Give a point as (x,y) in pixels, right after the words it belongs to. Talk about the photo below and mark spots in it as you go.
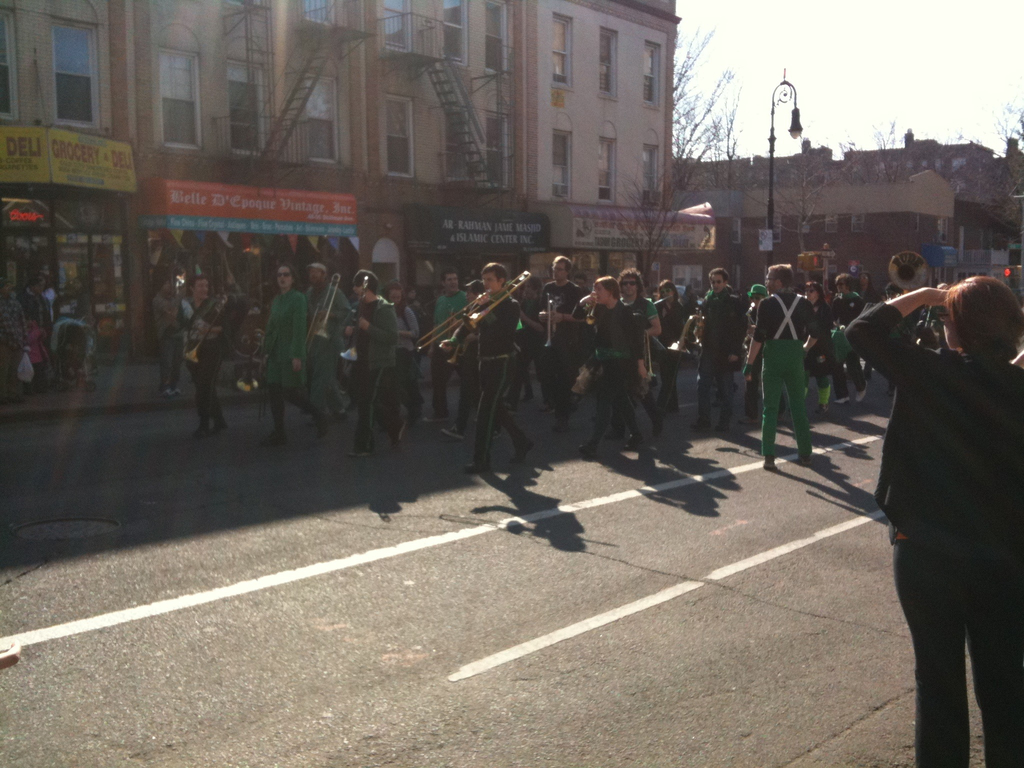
In this image in the center (637,400) there are persons (620,353) standing and walking. In the background (279,205) there are buildings (177,105) and there are boards (193,197) with some text (257,224) written on it and there is a light pole (772,194), there are dry trees (699,168).
